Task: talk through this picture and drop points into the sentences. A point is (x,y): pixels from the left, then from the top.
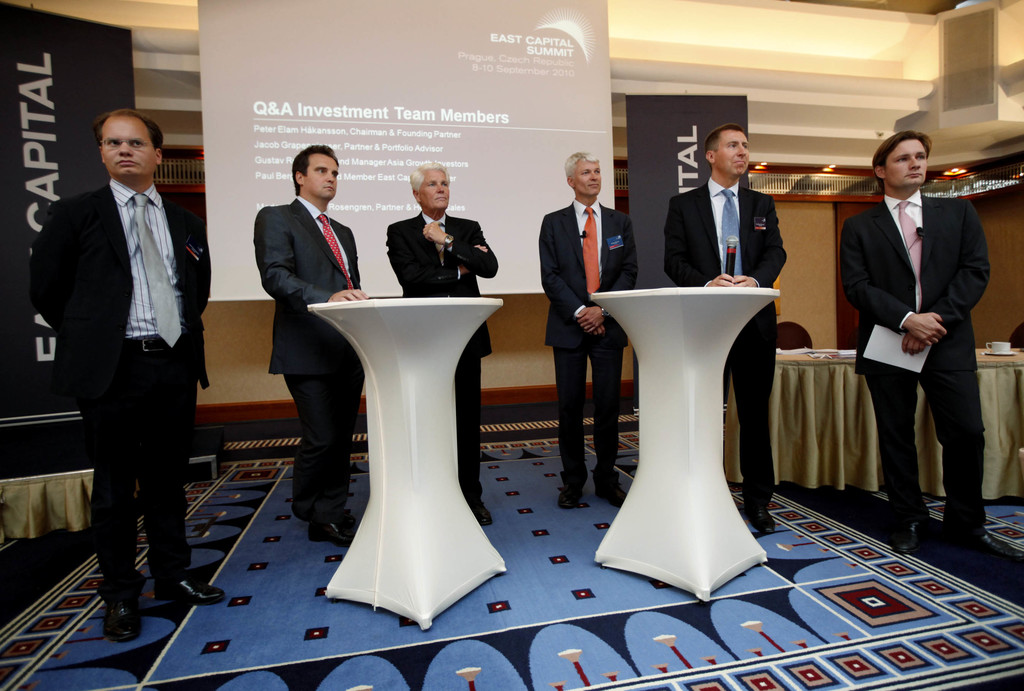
This picture shows a group of people (886,169) standing and a man (712,262) hold a microphone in his hand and other man (912,328) holding a paper (872,352) in his hand (930,337) and we see a projector screen (605,192) on the back (239,228) and hoardings (12,375) on both the sides.
